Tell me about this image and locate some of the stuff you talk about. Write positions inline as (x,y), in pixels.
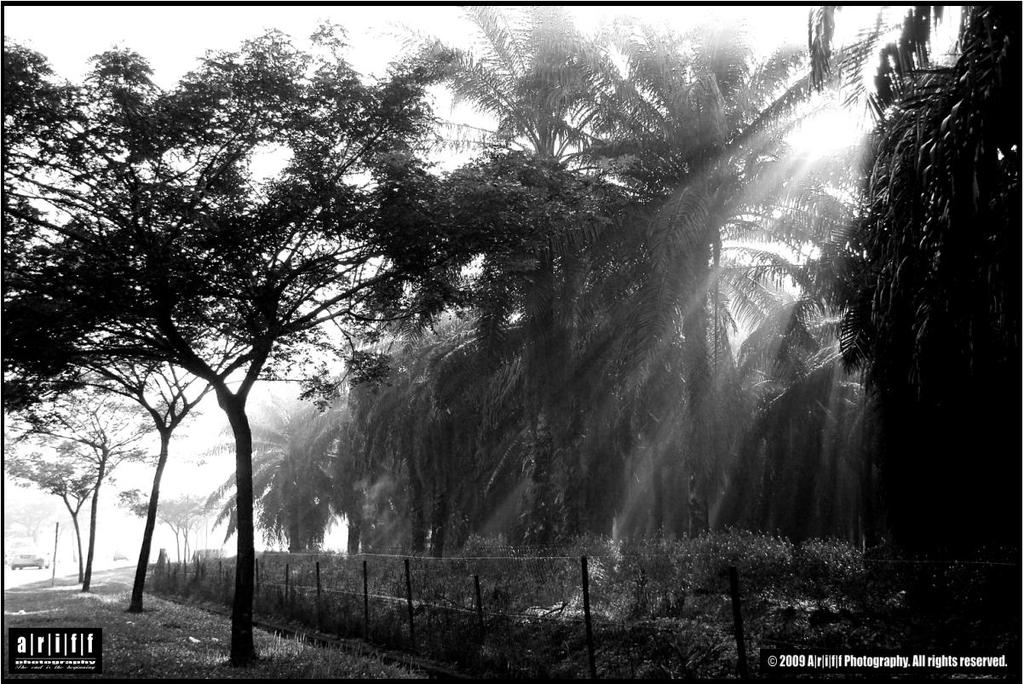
In this picture we can see the sky (430,12), trees (421,43), sun rays (802,160), fence (805,596). Far we can see a vehicle (15,561). At the bottom portion of the picture (53,665) we can see watermarks (53,665).
